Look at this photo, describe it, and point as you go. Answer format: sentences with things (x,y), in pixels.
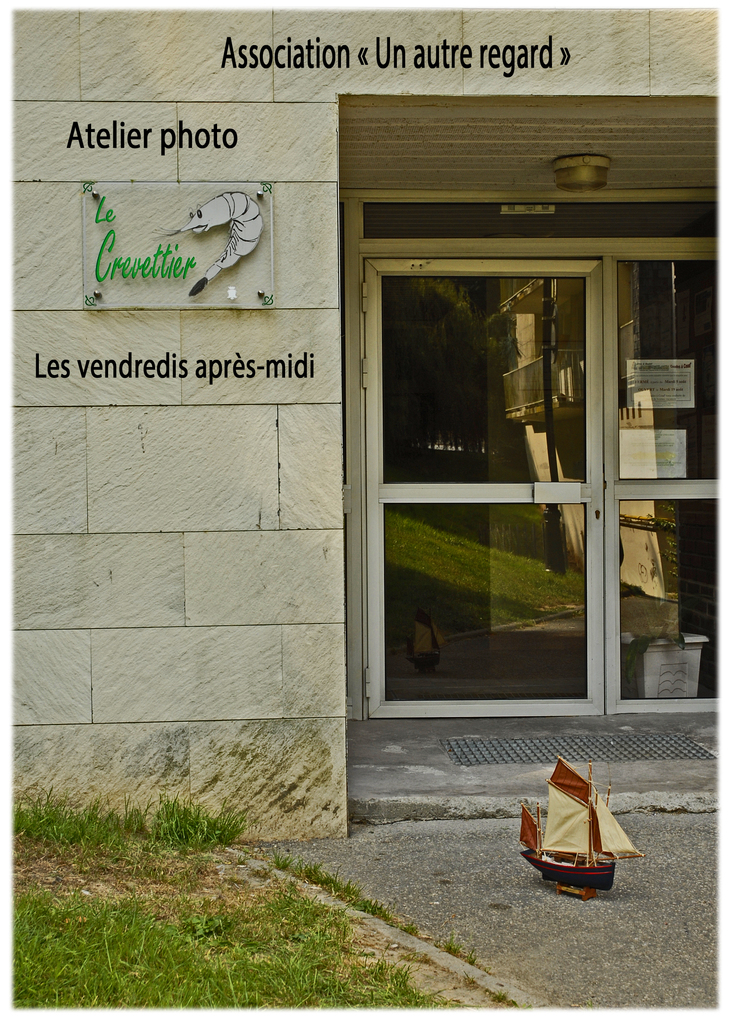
At the bottom of the picture (176,916), we see grass (242,924). In the right bottom of the picture (593,863), we see the road (601,928) and a sailboat (605,861). On the left side (155,389), we see a white wall (104,614) on which a glass board (145,287) with some text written on it, is placed. On the right side (613,301), we see a glass door (554,455) and a doormat (545,749).
